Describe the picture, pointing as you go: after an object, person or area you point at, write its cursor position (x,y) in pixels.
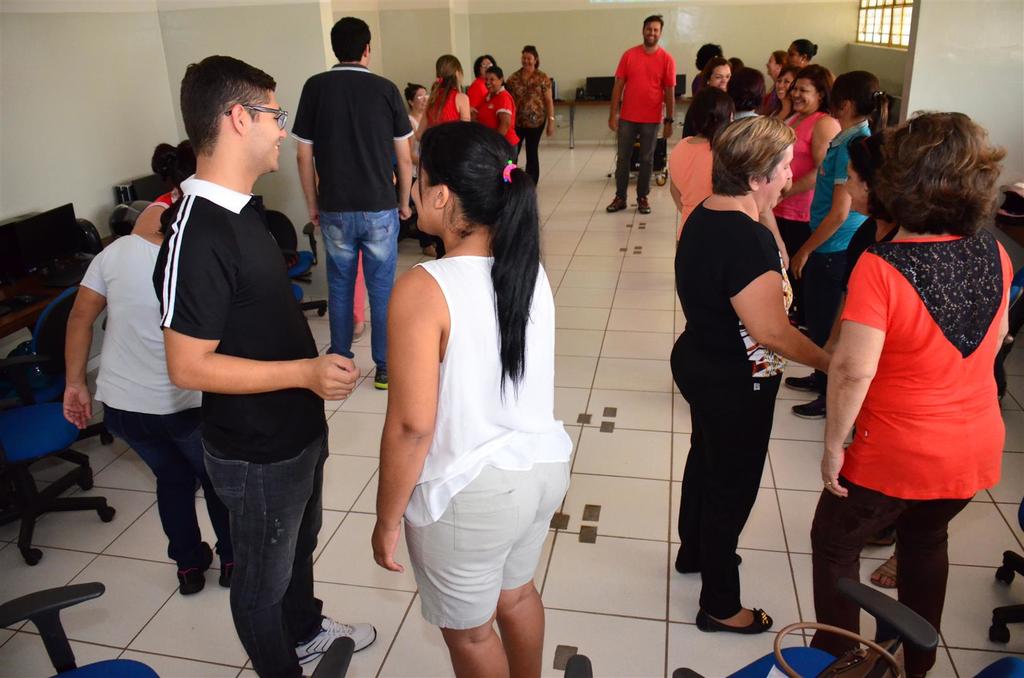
In this image we can see a few people (430,389) standing in the room (2,649), there are some, tables (27,286), systems (52,261), chairs (57,440) and other objects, also we can see a window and the wall (90,207).
